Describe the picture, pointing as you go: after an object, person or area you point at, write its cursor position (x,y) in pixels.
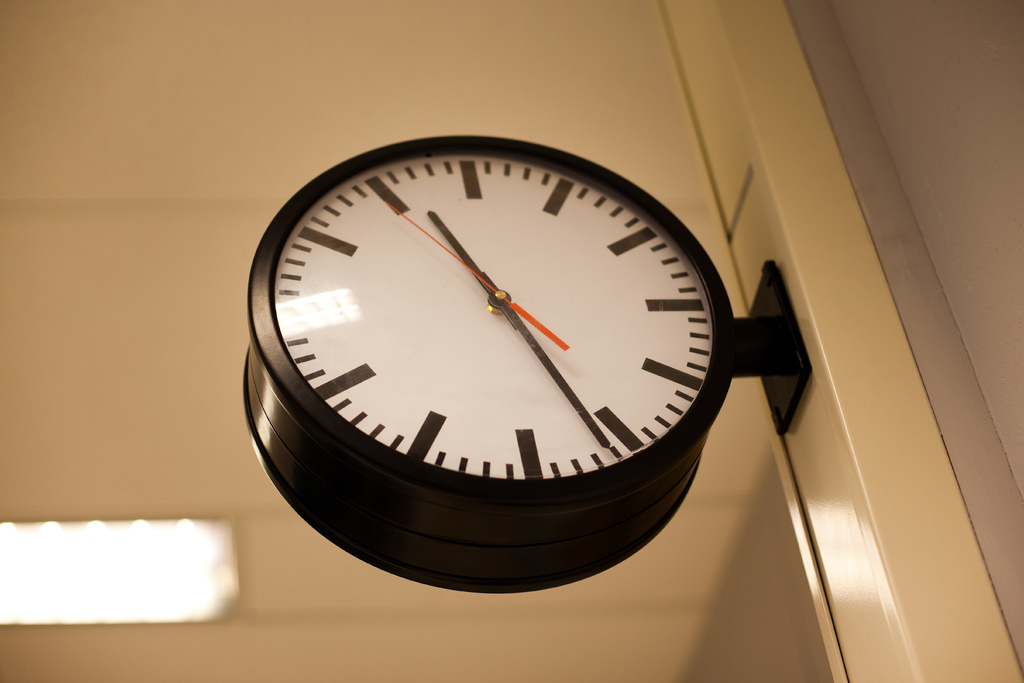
In this image there is a clock (472,344), at the background of the image (156,129) there is the wall (203,114), there is a light (138,572) on the wall (324,574).
